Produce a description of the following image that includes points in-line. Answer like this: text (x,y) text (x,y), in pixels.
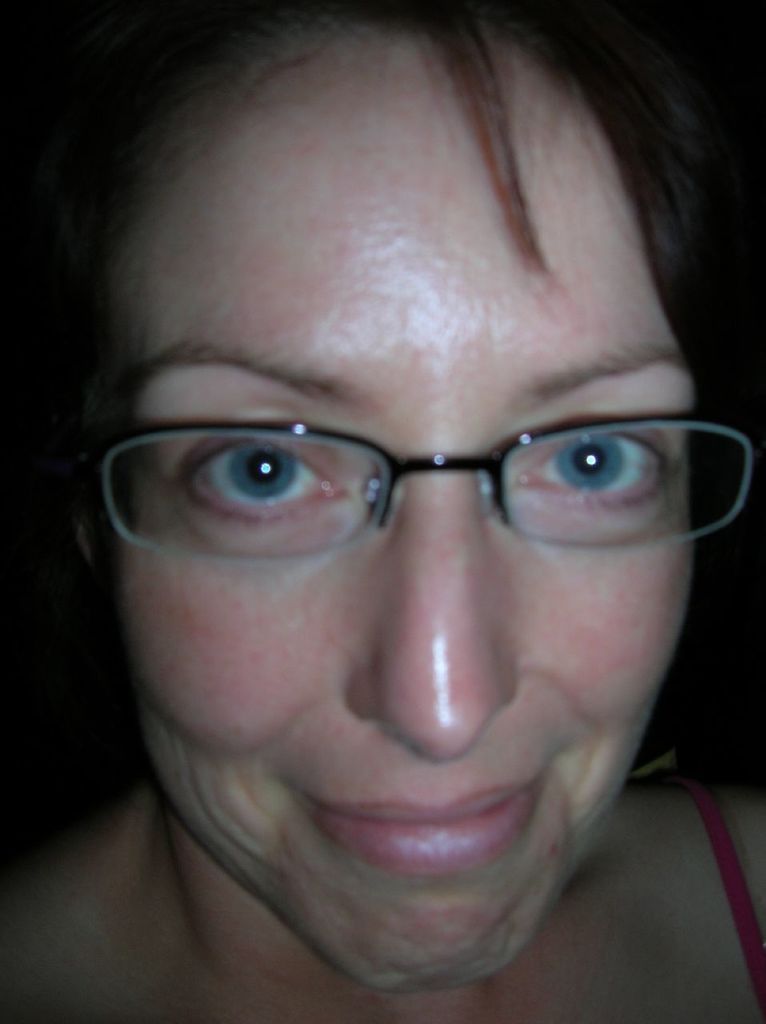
In this image I can see the person (355,829) and I can see the dark background (32,734).
